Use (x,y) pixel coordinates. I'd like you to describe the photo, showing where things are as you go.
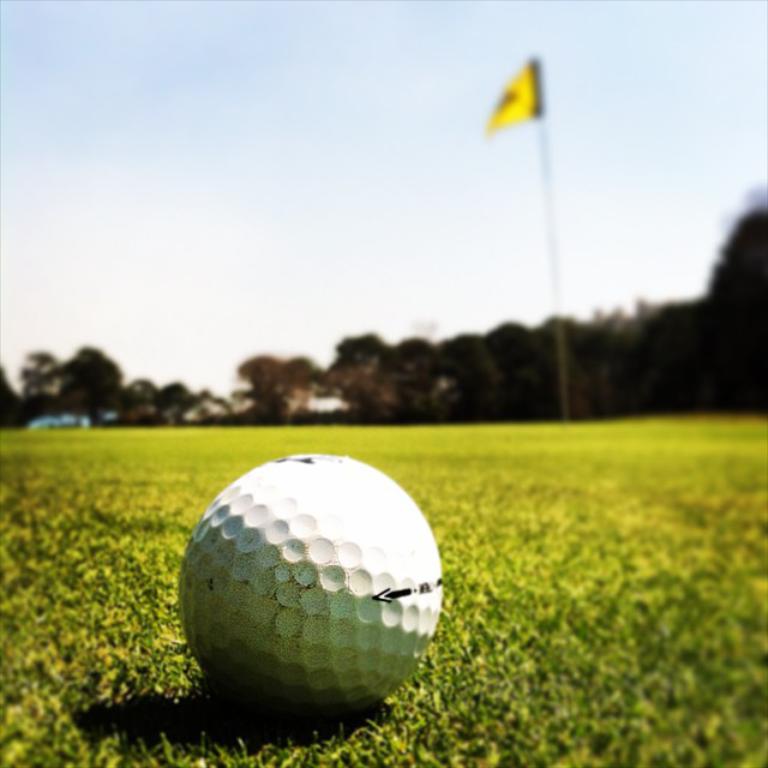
In this image we can see a ball (281,593) on the ground (166,593). In the background (358,357) there are flag (529,102) to the flag post (542,131), trees (671,363) and sky (409,156).
